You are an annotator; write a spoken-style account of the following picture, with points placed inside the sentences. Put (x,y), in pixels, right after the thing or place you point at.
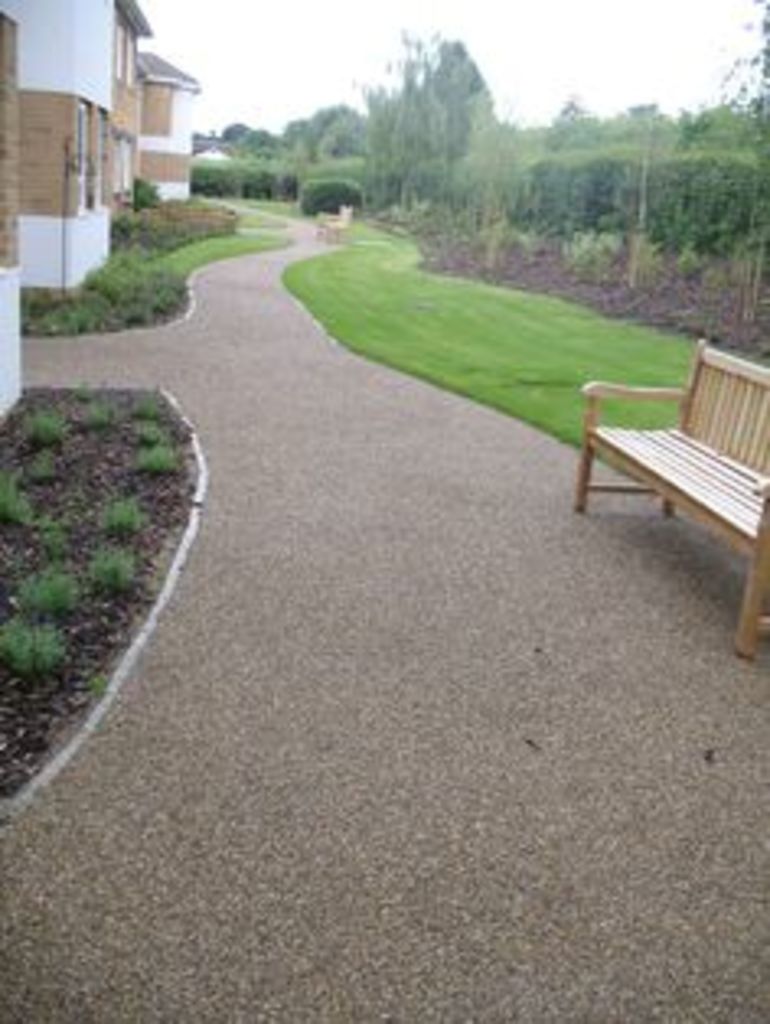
In this image I can see a bench (666,392), grass (544,302) and trees (712,117) on the right (700,372). There is a road (169,353) in the center (339,347). There are buildings (125,83) on the left (110,139). There is sky (399,4) at the top (485,1).
